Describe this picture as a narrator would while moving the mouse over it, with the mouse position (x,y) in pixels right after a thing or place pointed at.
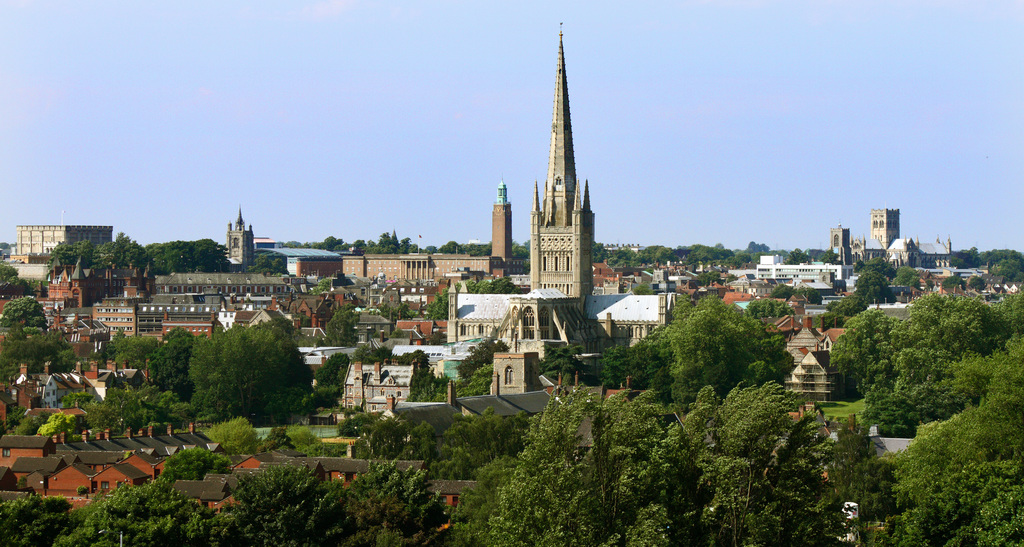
In this image there are buildings (564,249), trees (442,307) and at the background (468,56) there is sky (370,90).
